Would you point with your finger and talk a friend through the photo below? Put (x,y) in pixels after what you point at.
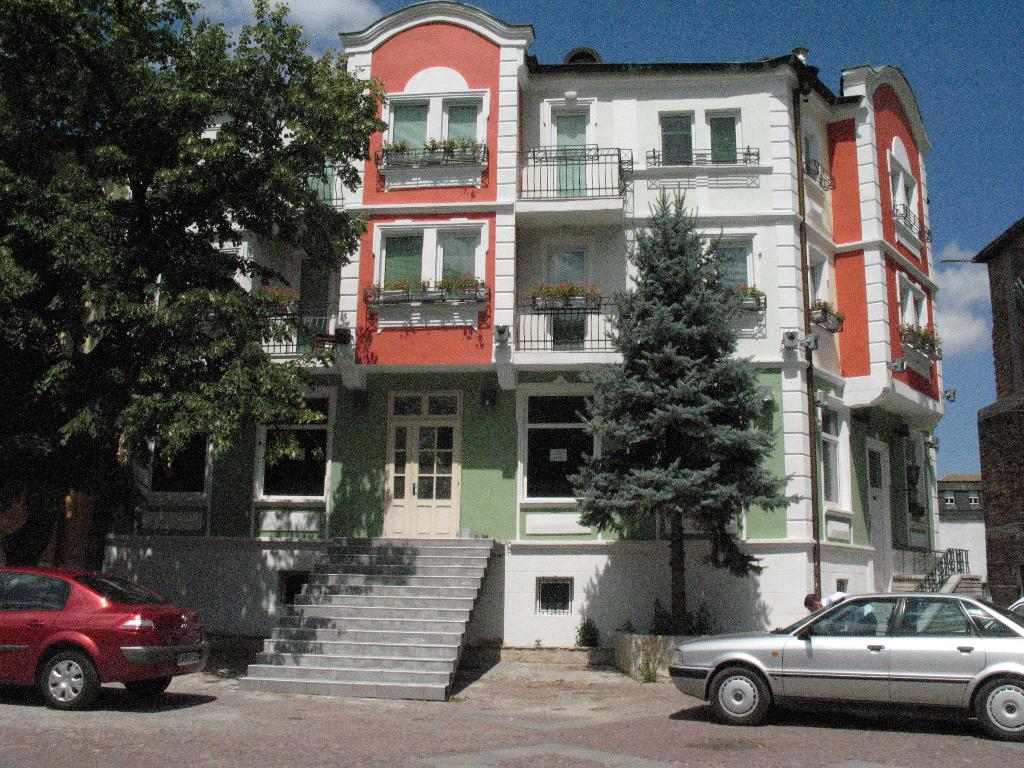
In this picture there is a building (539,316) and there is a staircase (431,610) in front of it and there is a tree (728,490) and a vehicle (870,644) on either sides of it and there is another building (967,481) in the right corner (1008,409).
